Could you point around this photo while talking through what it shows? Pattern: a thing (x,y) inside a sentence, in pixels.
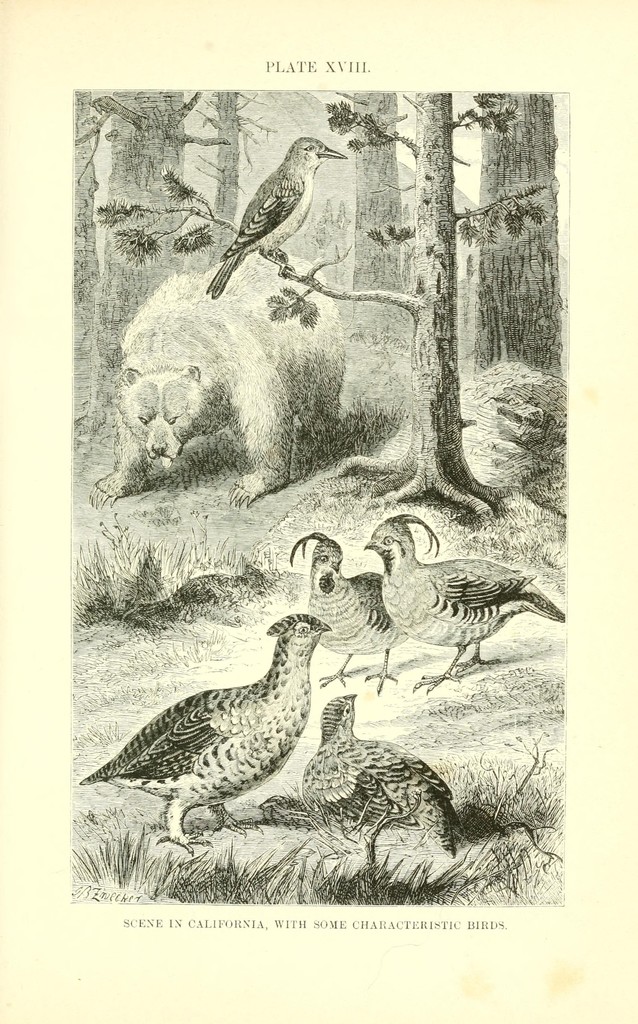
In this image we can see some sketches (375,501) of birds (382,598), plants (200,560), trees (406,483), on a paper (261,514), also we can see some text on it.
